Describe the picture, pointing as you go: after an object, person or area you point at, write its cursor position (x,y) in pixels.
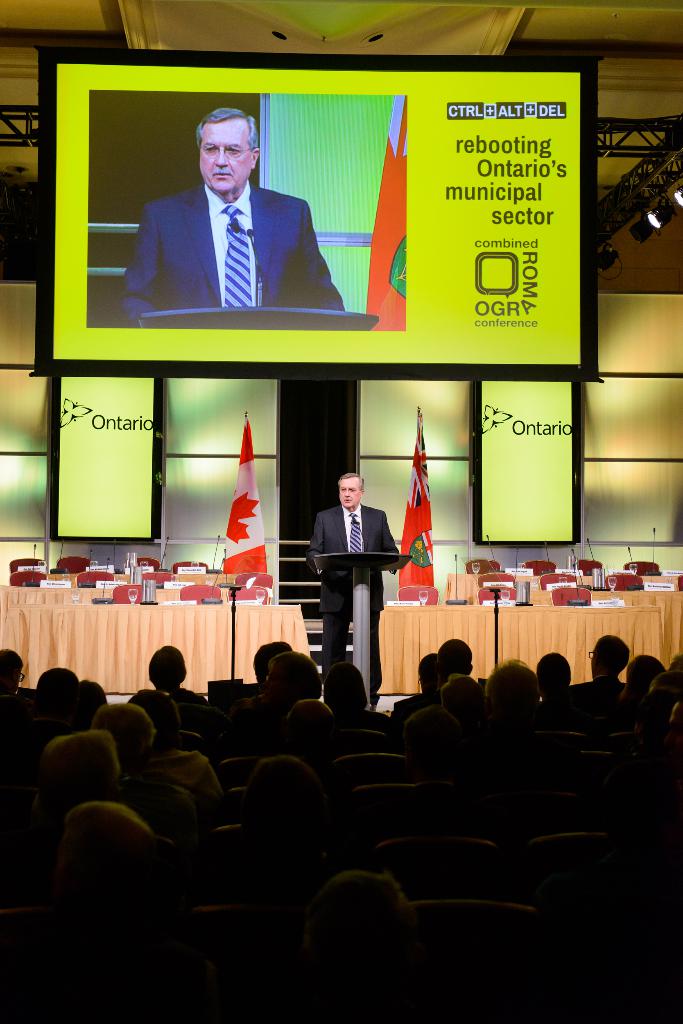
In this picture we can see a group of people (273,742) sitting on chairs (376,777). In front of the people (165,717), a man (325,625) standing behind the podium (335,552). Behind the man (312,545), there are tables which are covered with clothes (451,589) and there are chairs (248,599), flags (234,506), boards (90,485) and a projector screen (187,264). On the tables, there are glasses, name plates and microphones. Behind the projector screen (219,219), there are trusses (632,157) and lights (647,226). At the top of the image (272,26), there is a ceiling (322,46).
